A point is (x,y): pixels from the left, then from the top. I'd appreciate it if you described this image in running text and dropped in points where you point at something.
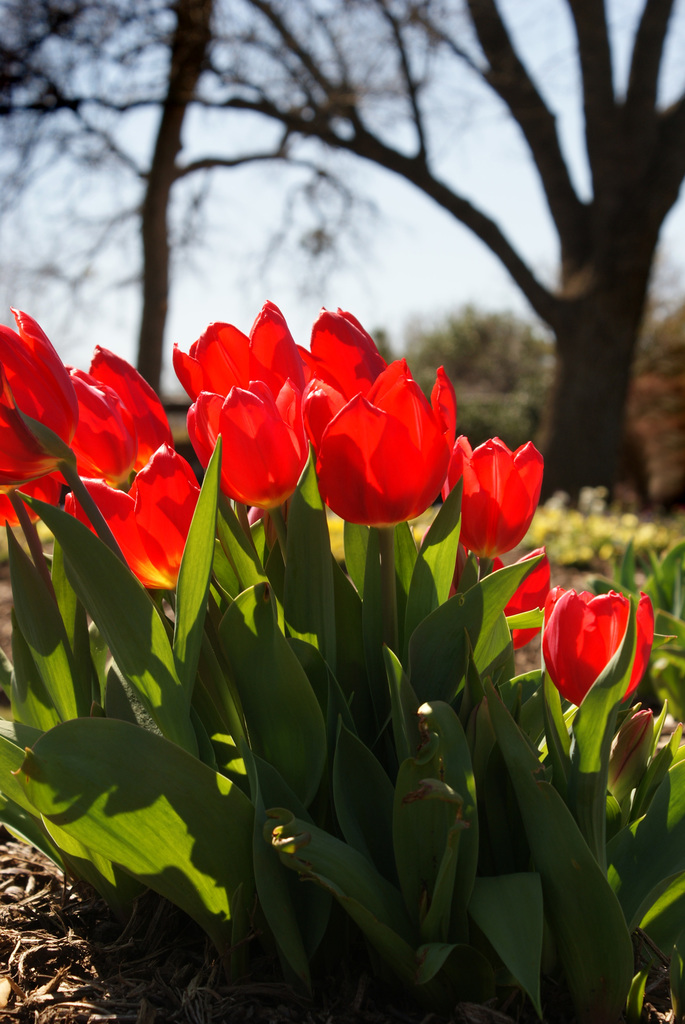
In front of the image there are plants (522,710) and flowers (627,736). In the background of the image (598,432) there are trees (535,113). At the top of the image (516,135) there is sky (463,167).
